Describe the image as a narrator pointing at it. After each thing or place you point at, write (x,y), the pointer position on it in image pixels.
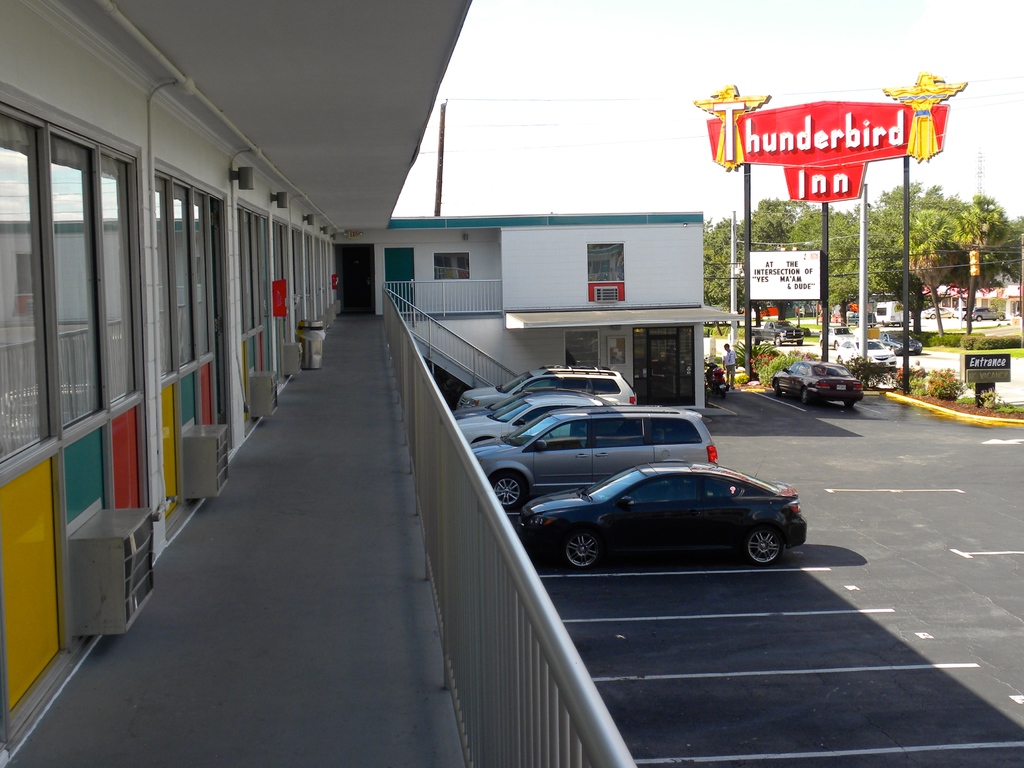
In this image we can see buildings (356,333), staircase (428,336), railings (384,323), motor vehicles (635,482) in the parking slots (729,592) and on the road (830,354), persons (734,366) standing on the floor (794,435), name boards (805,140), trees (916,301), bushes (955,344), towers (980,188) and sky (756,79).
